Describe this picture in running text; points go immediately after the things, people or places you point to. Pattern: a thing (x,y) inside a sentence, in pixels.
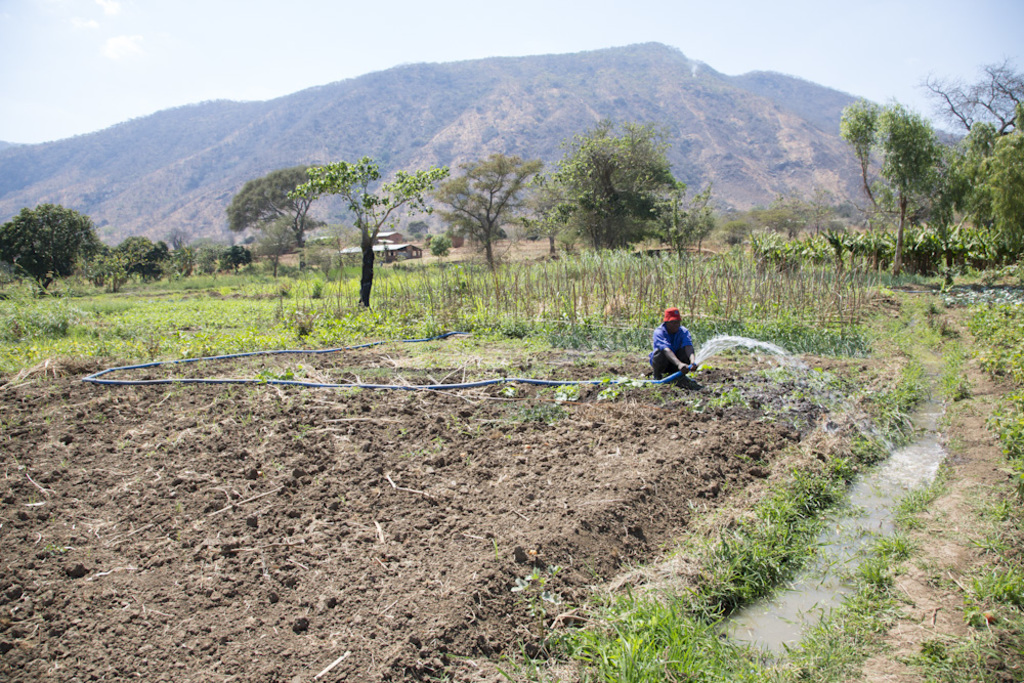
In this image, I can see a person (676,366) sitting in squat position and holding a pipe (436,385). These are the trees (592,211) and plants (219,336). This is the grass (815,468). I think this is a water pipe (330,386). In the background (139,159), I can see the hills (105,175). This looks like a small house (408,248). Here is the sky (332,34).
